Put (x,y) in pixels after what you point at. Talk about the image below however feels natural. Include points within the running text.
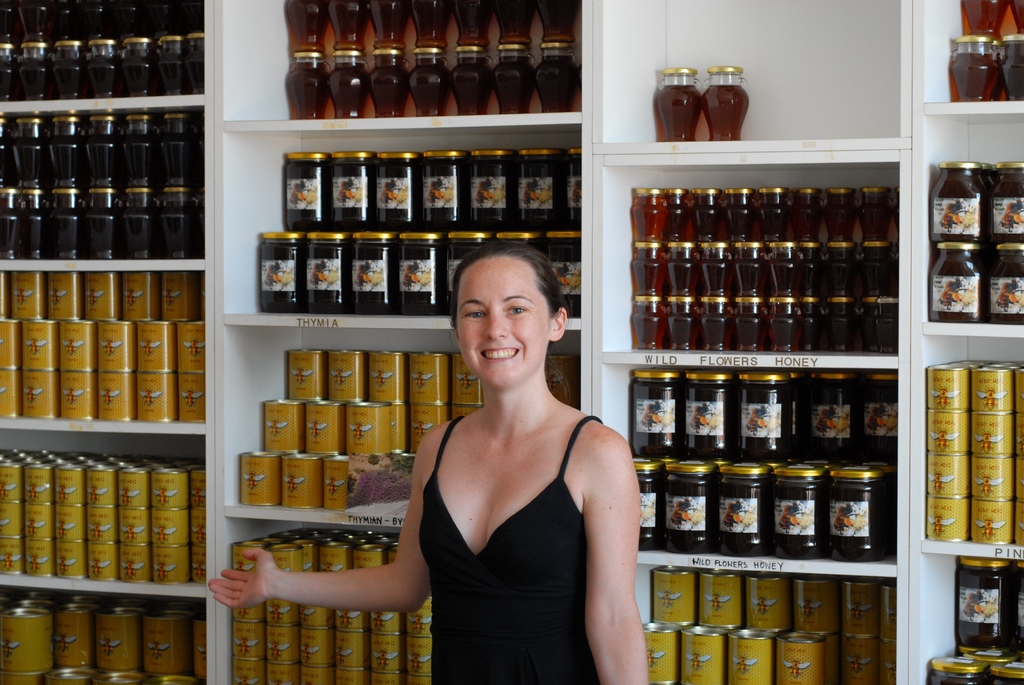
In this picture we can see a woman (472,630) standing and smiling and at the back of her we can see jars (17,160) in racks (960,347).
